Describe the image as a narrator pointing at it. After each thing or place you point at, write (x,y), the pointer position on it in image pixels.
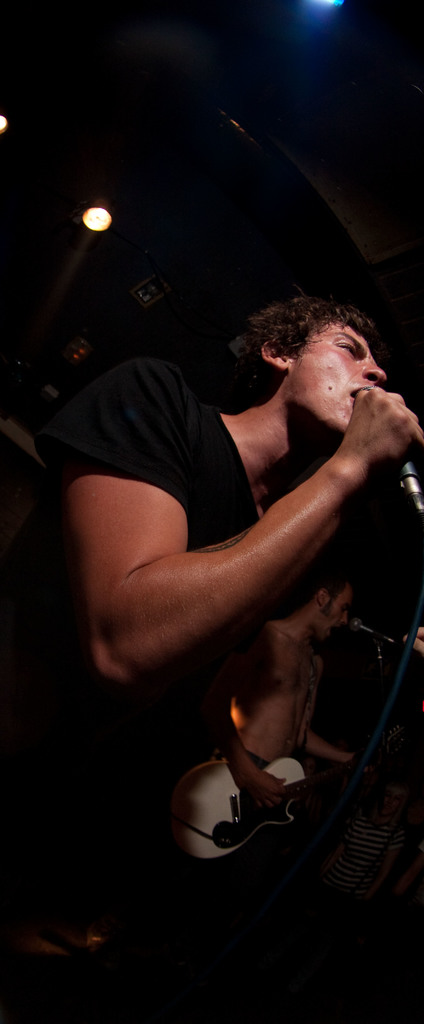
This picture shows a man (161,498) who is singing, holding a mic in his hands (371,417). In the background (309,658) there is another man (295,677) who is playing guitar (243,820) in his hands (274,791).
